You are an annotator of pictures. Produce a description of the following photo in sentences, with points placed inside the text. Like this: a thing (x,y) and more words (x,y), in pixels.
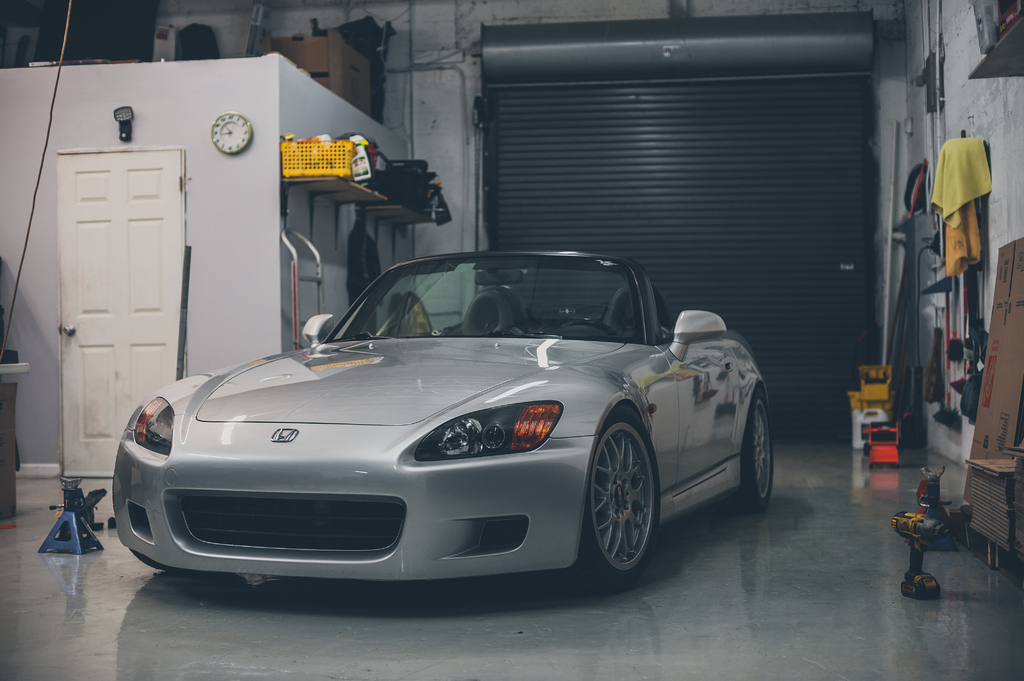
In the foreground (605,441) I can see a car (471,547) on the floor (509,600) and some objects (1022,537). In the background (180,229) I can see a shutter (635,179), building (201,182), door (169,210), clock (222,137), carton boxes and so on. This image is taken may be during night.
